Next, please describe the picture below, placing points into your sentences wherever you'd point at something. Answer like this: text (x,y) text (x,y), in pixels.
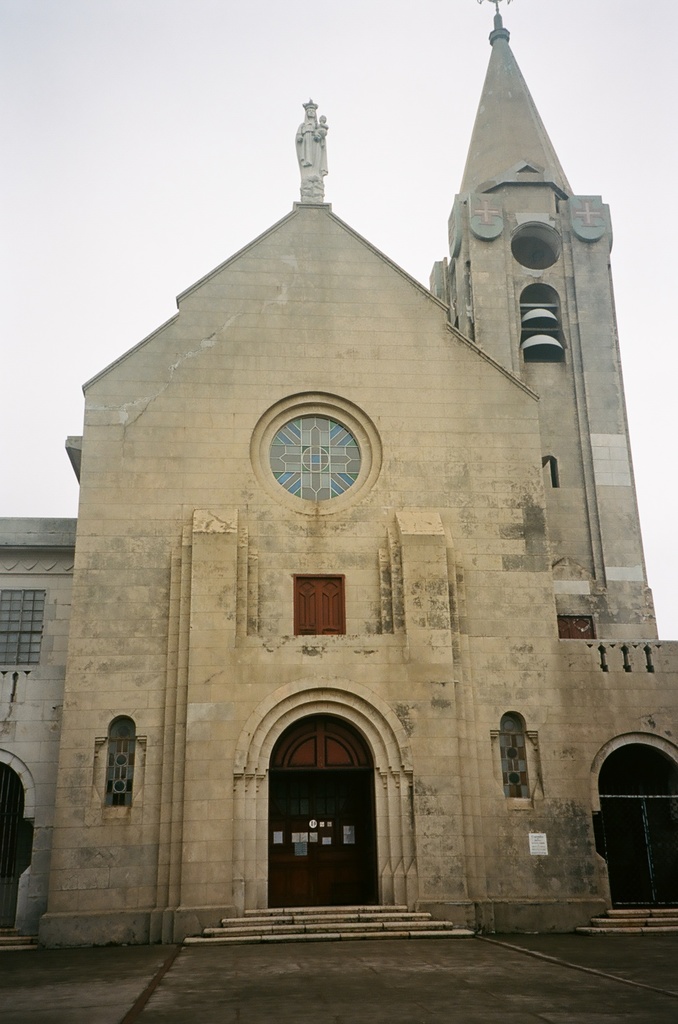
In this image we can see the church (388,395). We can also see the stairs (303,913), sculpture (320,125) and also the path (286,949). In the background (120,256) we can see the sky (454,121).
